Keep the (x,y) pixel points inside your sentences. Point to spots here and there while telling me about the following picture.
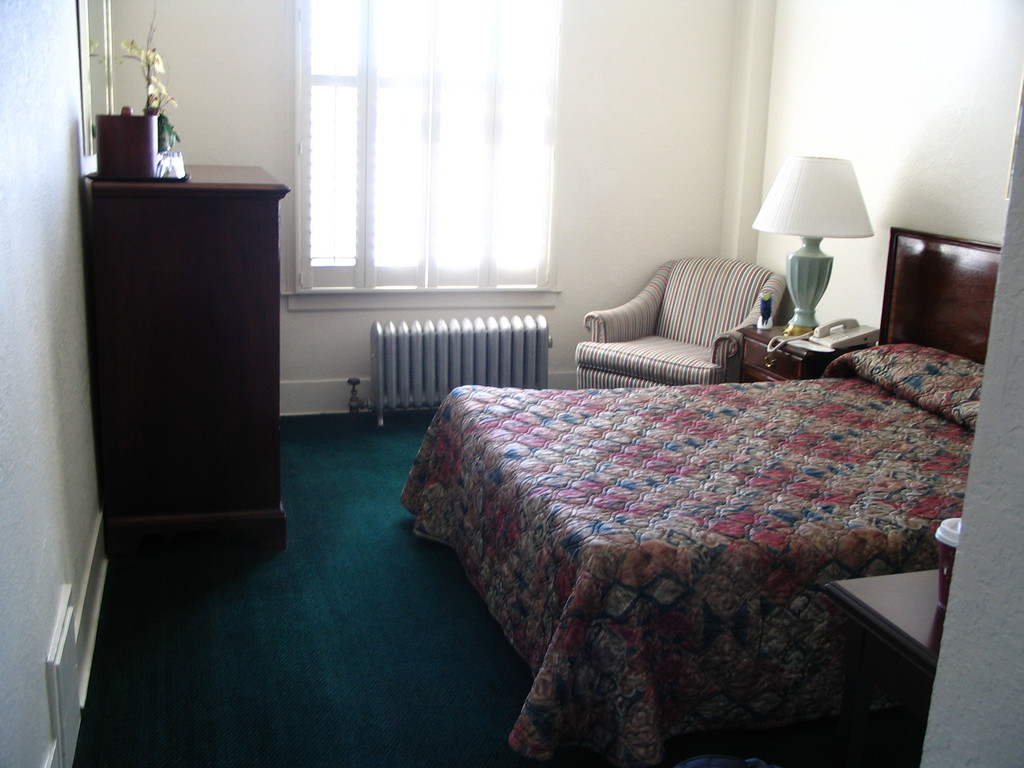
In this image on the right side (741,441) there is one bed (786,482) and on the top (429,120) there is one window (431,115) and wall (561,98) and on the left side (170,236) there is one cupboard (191,235) on that cupboard (215,188) there is one flower pot (168,139) and on the left side (37,318) there is one wall (24,250) and beside the bed (867,412) there is one cupboard (761,366) on that cupboard (778,357) there is one lamp (815,314) and telephone (834,331) is there and beside that cupboard (763,352) there is one chair (697,336) and on the floor (335,434) there is one carpet (301,573).
